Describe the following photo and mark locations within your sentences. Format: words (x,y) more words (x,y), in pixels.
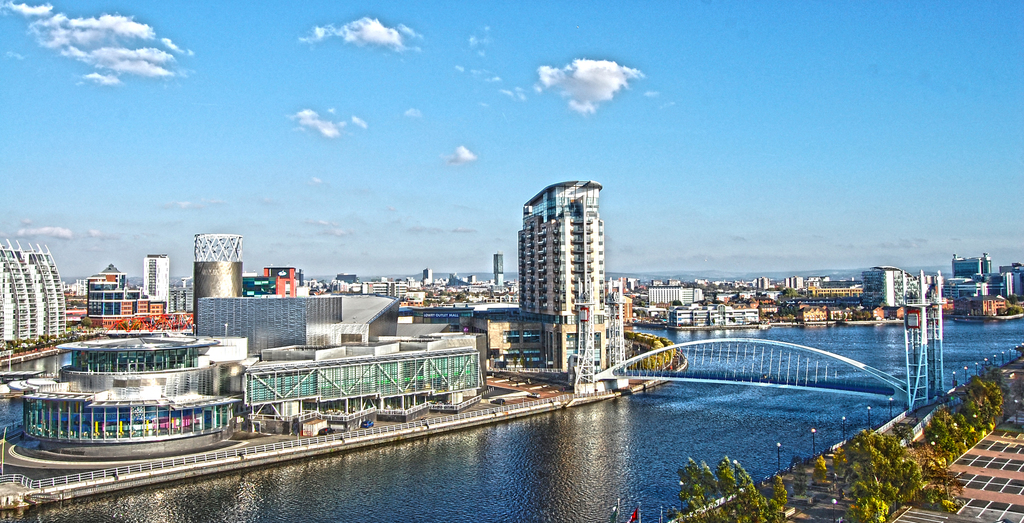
In this image we can see the aerial view of the city (434,280). There are buildings (558,252) in the middle (571,282). At the bottom (315,497) there is a lake (590,432). On the lake (732,405) there is a bridge (675,348). On the right side (958,429) there are trees (979,420) and lights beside it. At the top (822,76) there is sky (824,82).
